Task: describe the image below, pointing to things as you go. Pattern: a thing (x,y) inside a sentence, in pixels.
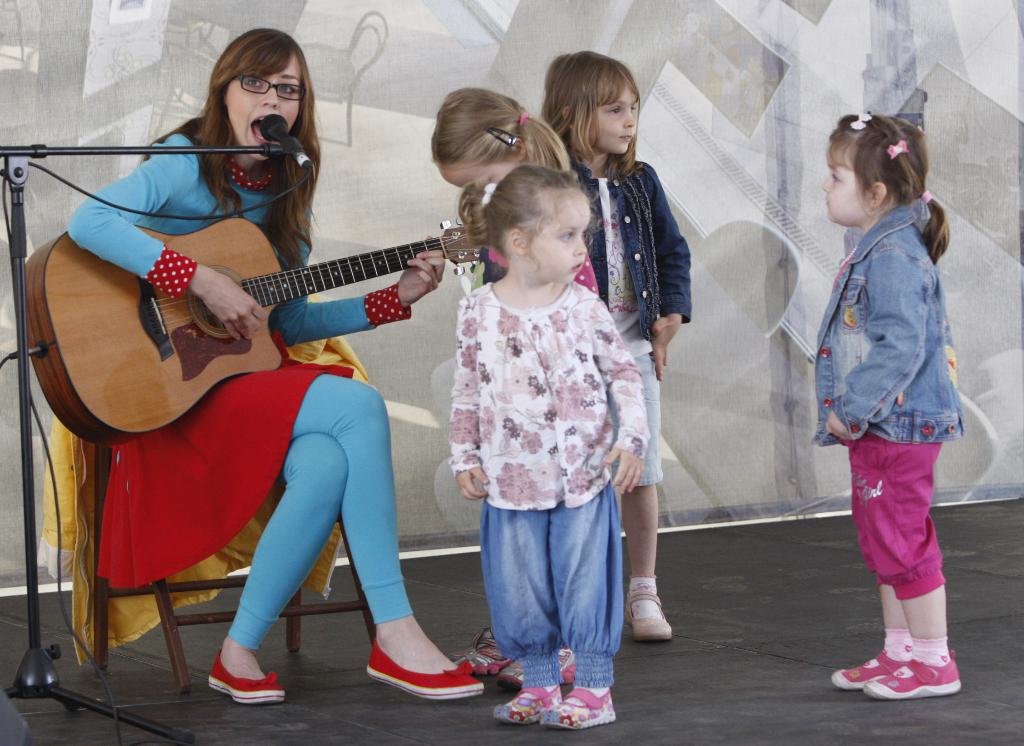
In this Image I see a woman (364,422) who is sitting on chair (177,638) and she is holding a guitar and there is a mic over here. I can also 4 girls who are standing.
